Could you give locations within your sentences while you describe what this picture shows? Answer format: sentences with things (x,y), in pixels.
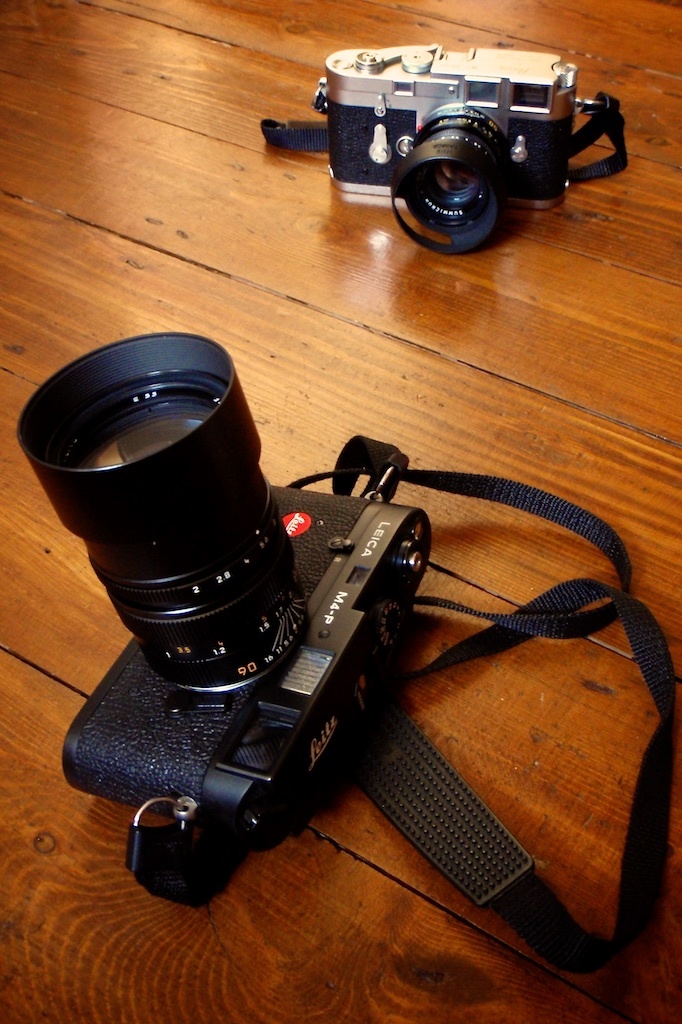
In this image, we can see two cameras (537,113) kept on the brown color object (416,424).
